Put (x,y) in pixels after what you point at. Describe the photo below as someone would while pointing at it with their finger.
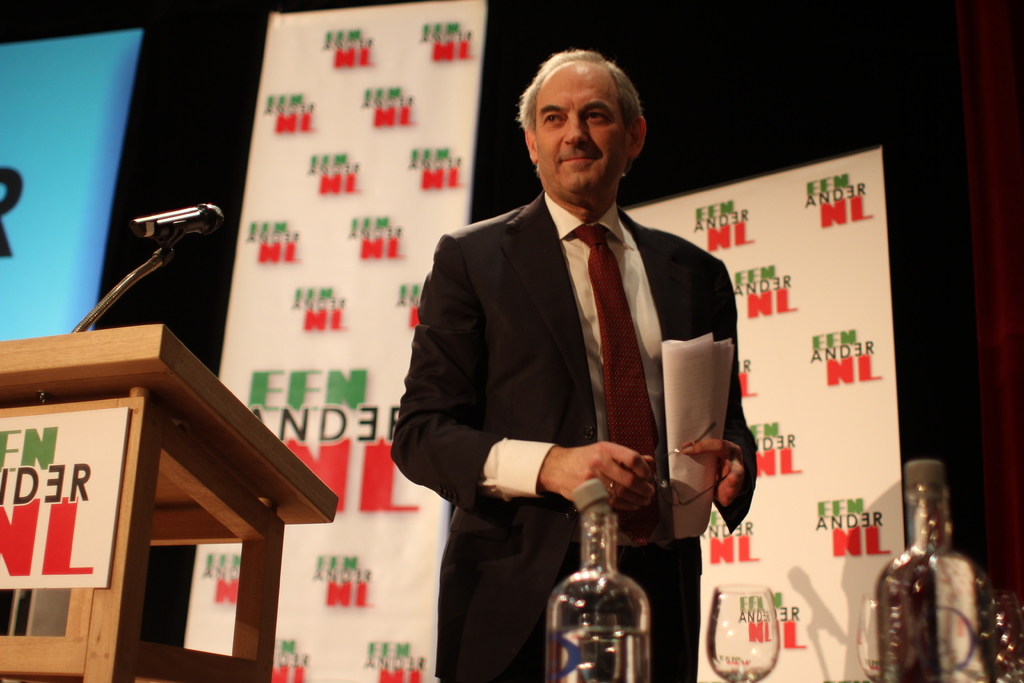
This is a picture of a person (457,274) wearing a black jacket (476,329) holding his spectacles (684,446) in his hand (630,458) and standing on the stage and opposite to him there is table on which two bottles (917,557) and a glass (723,596) and beside there is a wooden desk (149,358) on which there is a mike (159,236) on it.
